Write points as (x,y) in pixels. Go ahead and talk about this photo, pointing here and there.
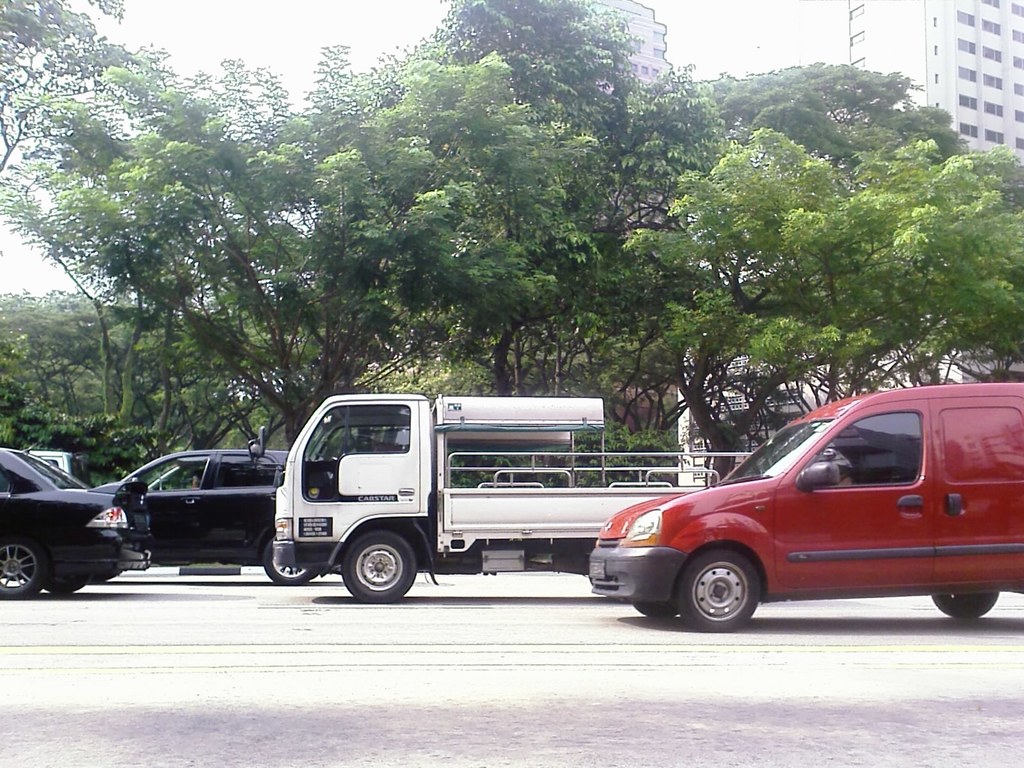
In the background (1010,94) we can see the buildings (952,84). It seems like a sunny day. In this picture we can see the trees (620,277) and vehicles (577,539) on the road (140,598).
